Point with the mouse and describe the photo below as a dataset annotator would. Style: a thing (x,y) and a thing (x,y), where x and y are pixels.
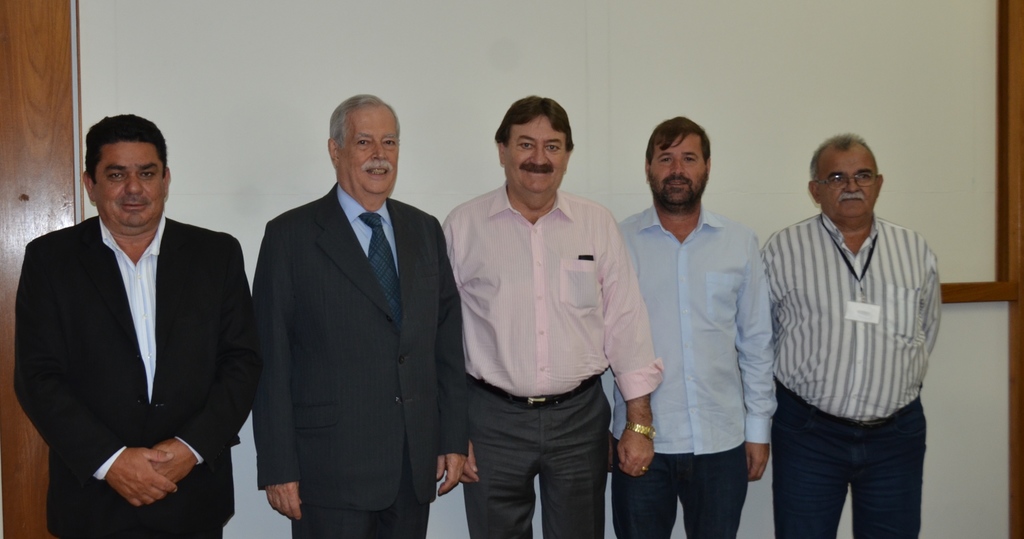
In the middle of the image (670,251) few people (75,320) are standing and smiling. Behind them there is wall (104,29).
